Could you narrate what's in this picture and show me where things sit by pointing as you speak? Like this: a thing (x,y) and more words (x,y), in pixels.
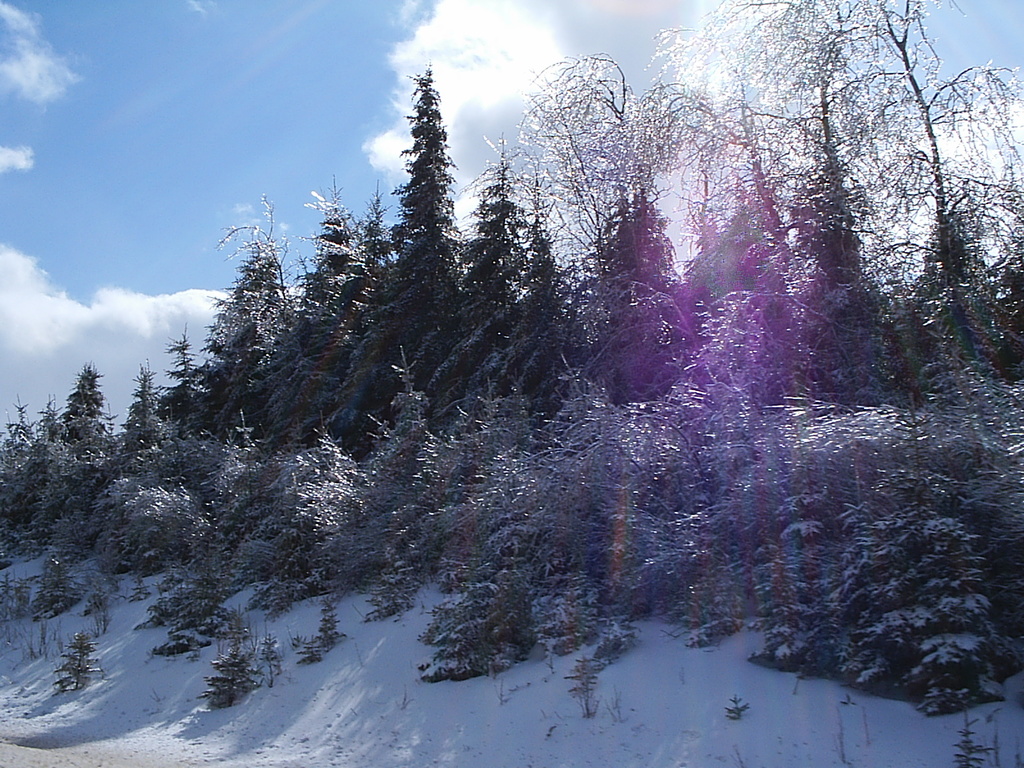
In this image we can see trees (406,369) and sky (294,166) with clouds (479,85) in the background (404,80).
